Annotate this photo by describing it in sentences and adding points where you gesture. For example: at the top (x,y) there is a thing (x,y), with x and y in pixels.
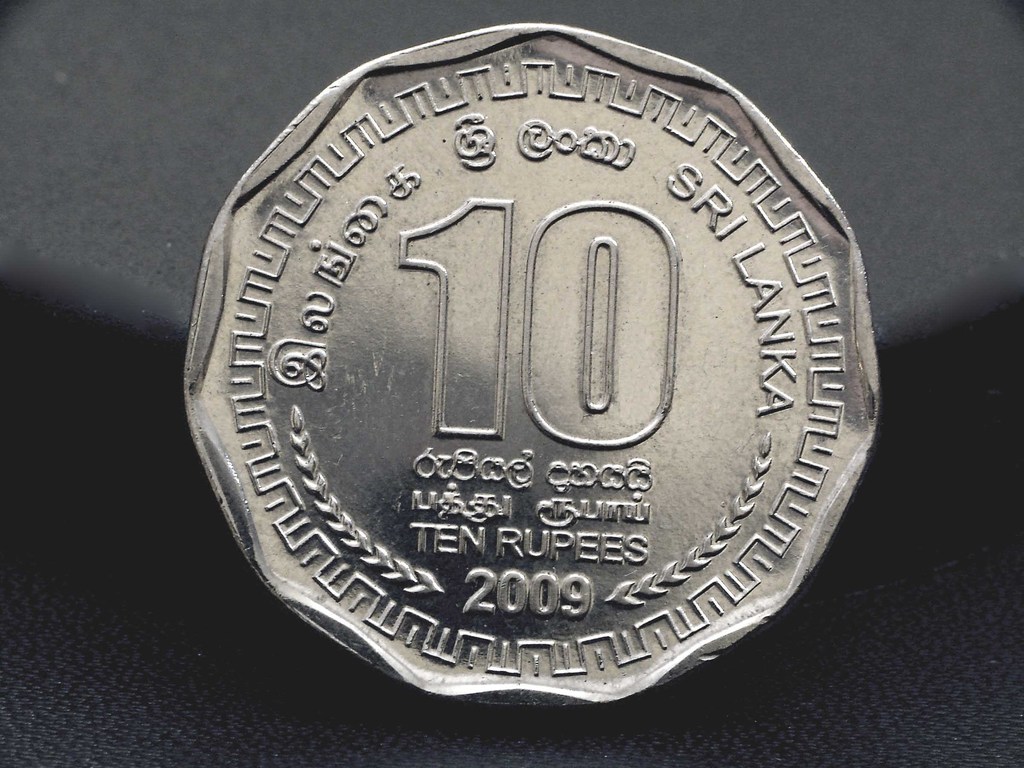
This picture shows a ten rupees coin (424,340) and we see a black background (790,66).
